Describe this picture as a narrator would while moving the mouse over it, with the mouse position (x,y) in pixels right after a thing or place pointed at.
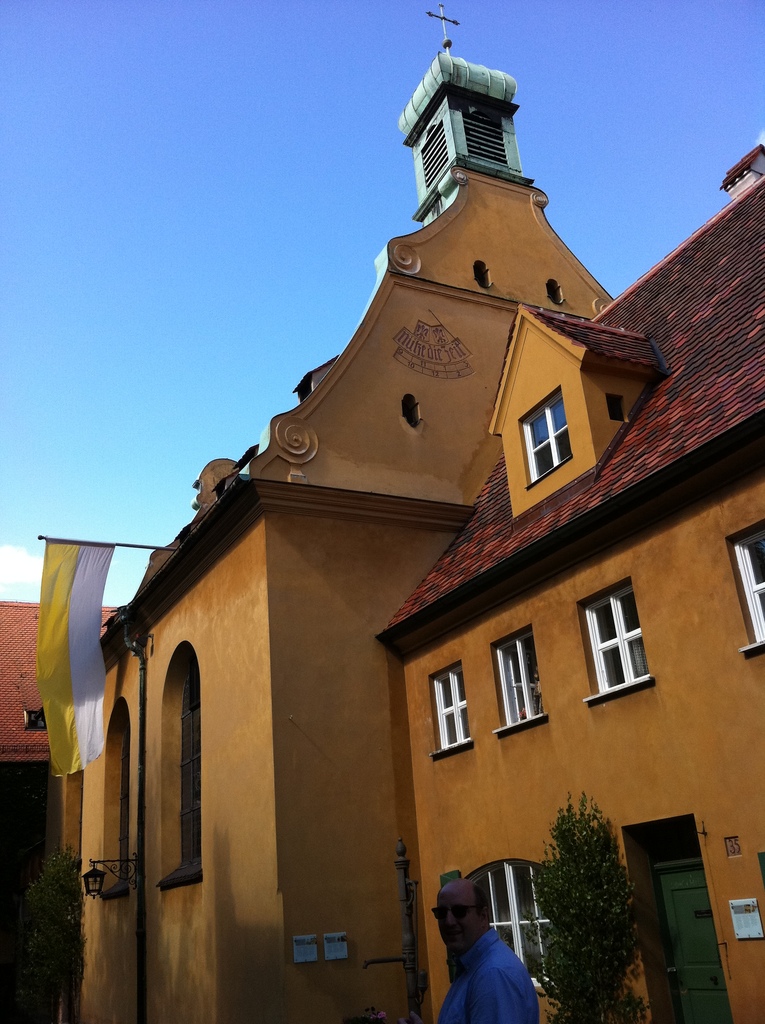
In this image there is a big building (420,827) with cross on top and flag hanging on roof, in front of that there is a person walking on road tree (41,934) in front of that.
